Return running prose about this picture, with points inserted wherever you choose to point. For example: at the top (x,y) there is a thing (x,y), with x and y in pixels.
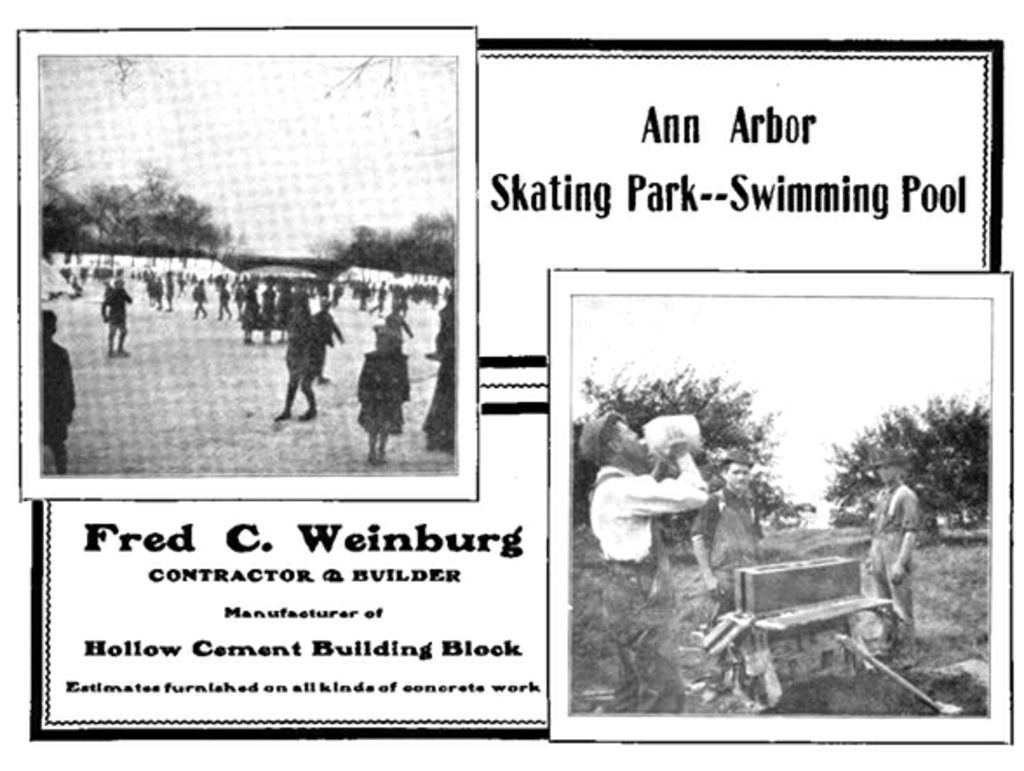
There are two black and white photographs (402,407) on the black and white poster (411,578) where texts (212,659) are written on the poster (500,329). On the left side (223,401) photo we can see few persons (241,293) are standing and walking on the ground (219,337) and in the background (234,187) there are trees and sky (239,129) and on the right side (970,718) photo we can see a person (649,577) is holding a water can (669,447) in the hands (688,464) at the mouth (652,459) and two men (707,527) are standing at the wooden (828,614) object and in the background (840,430) there are trees (716,443) and sky (840,430).
